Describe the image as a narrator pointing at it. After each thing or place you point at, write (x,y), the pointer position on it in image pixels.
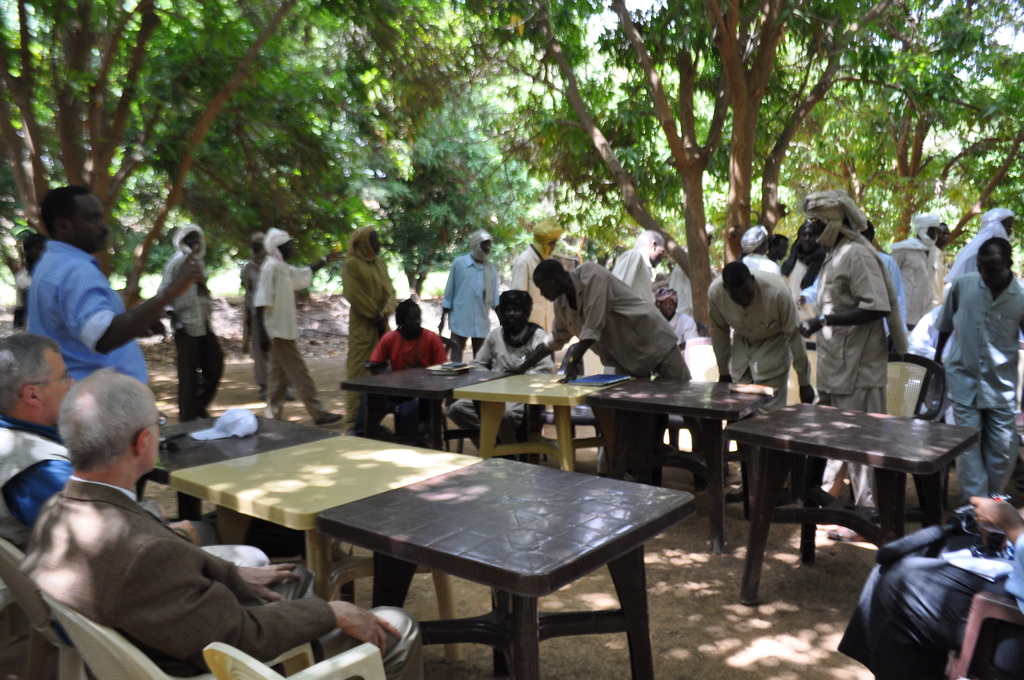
In this image i can see few people (85,496) sitting on chairs (970,624) and few people (553,337) standing around them. I can see tables (495,610) in front of them. In the background (355,45) i can see trees (511,154).
